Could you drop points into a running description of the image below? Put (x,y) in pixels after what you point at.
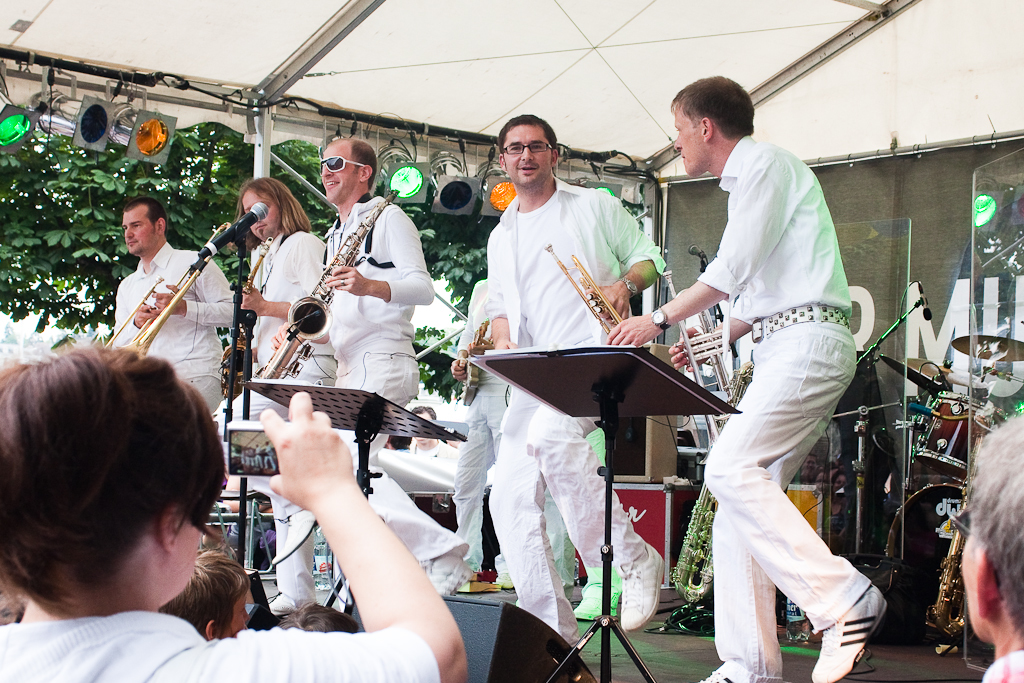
In this image we can see a few people (529,512), among them some people (518,536) are playing the musical instruments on the stage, behind them, we can see some other musical instruments (909,422) on the stage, there are some stands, lights (167,150) and trees (249,174).
